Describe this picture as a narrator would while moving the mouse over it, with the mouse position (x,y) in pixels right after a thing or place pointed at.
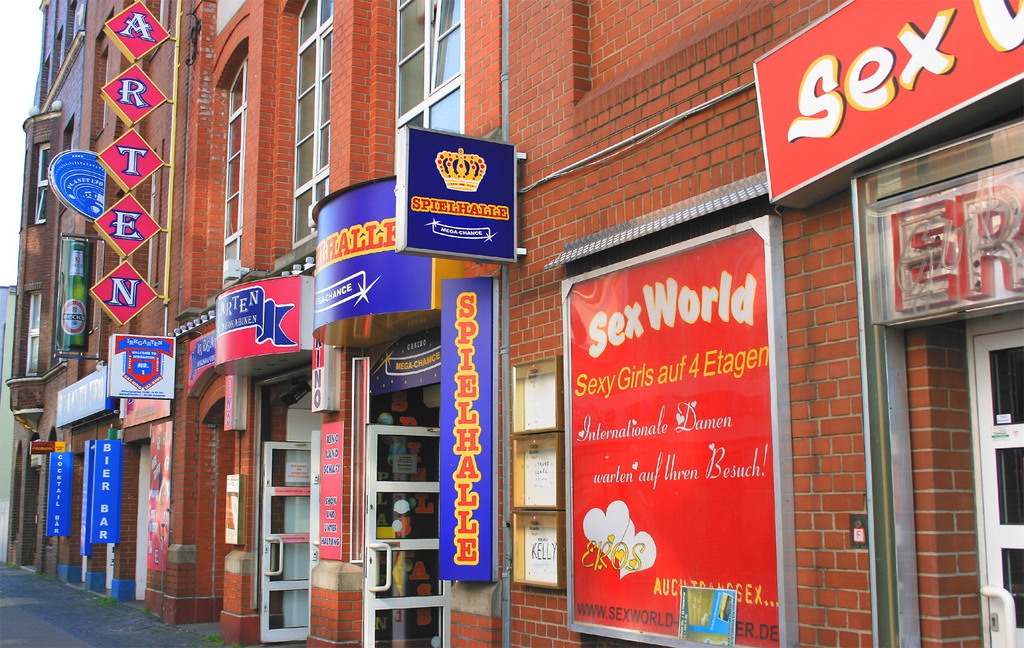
In this image we can see the front view of a building (185,177).
